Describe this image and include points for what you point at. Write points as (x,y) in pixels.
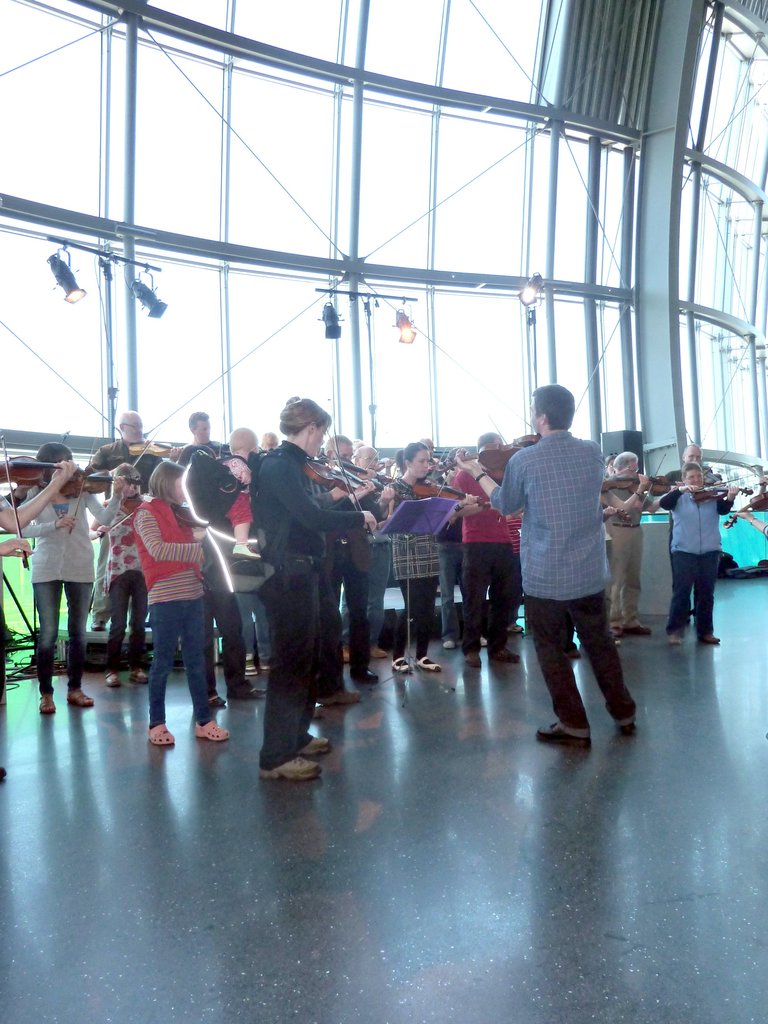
In this image we can see a group of people (373,675) standing on the floor (425,816) playing the musical instruments (444,488). We can also see a book (414,527) with a stand (406,693). On the backside (443,448) we can see some windows (292,383), wires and some lights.
